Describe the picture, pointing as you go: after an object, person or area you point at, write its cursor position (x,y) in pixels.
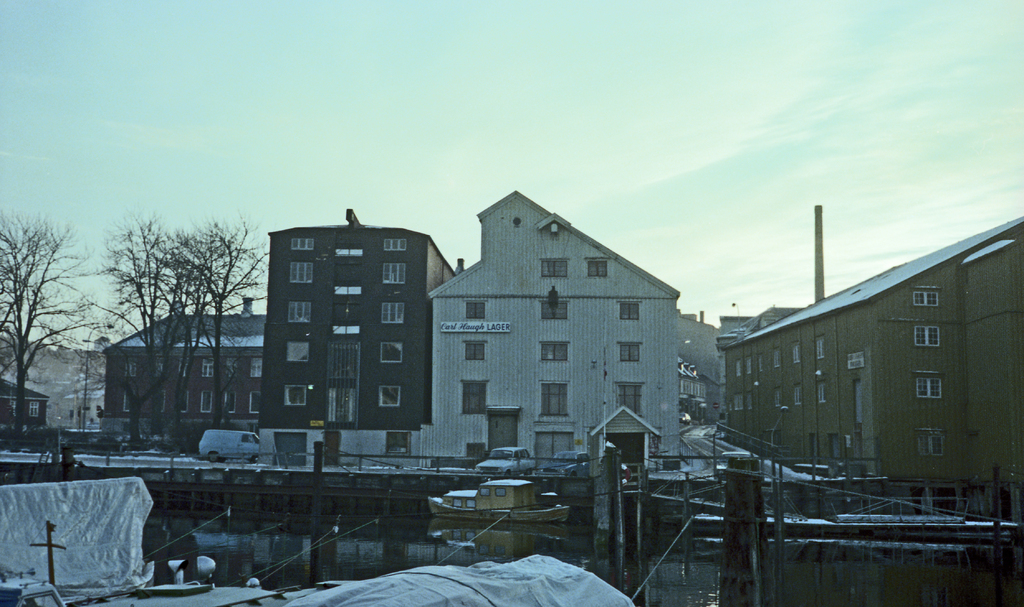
In this image, we can see some buildings (586,357) which are present and in-front of the buildings (519,435) there are some cars (250,441) which are parked and there are also some trees (156,362) which are beside the buildings (325,319) and in-front of the buildings (330,300) there is a bridge (637,498), where there is a ship (451,512) floating in the water (402,549).
